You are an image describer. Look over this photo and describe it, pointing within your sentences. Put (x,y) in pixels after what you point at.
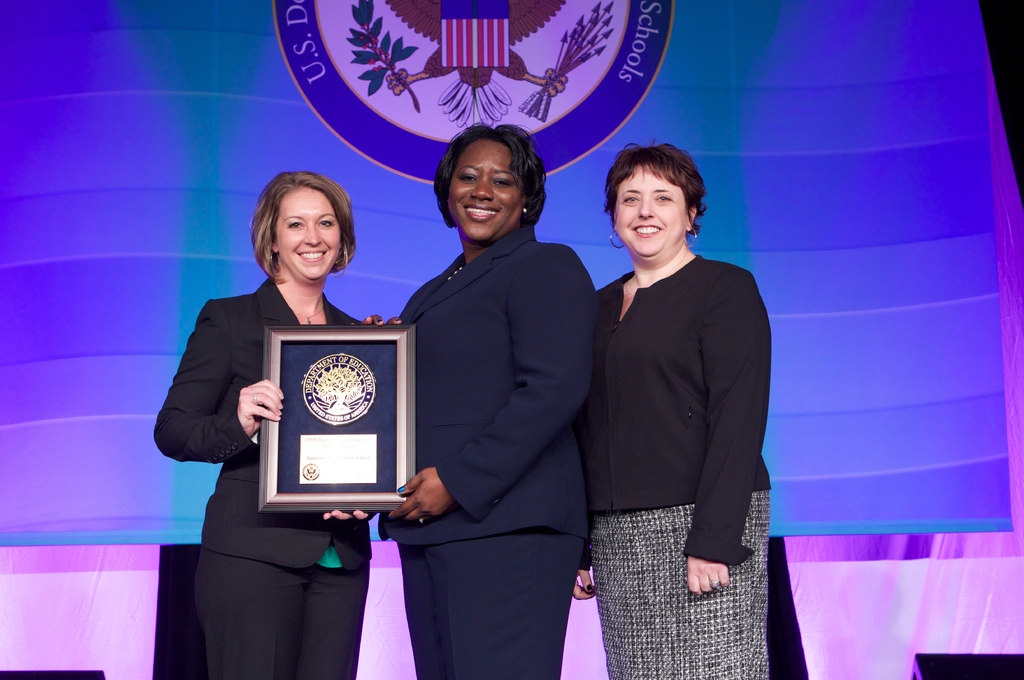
In the center of the image (633,340) we can see women (491,371) standing on the dais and holding frame (287,409). In the background (928,251) we can see screen (928,295) and curtain (29,595).
